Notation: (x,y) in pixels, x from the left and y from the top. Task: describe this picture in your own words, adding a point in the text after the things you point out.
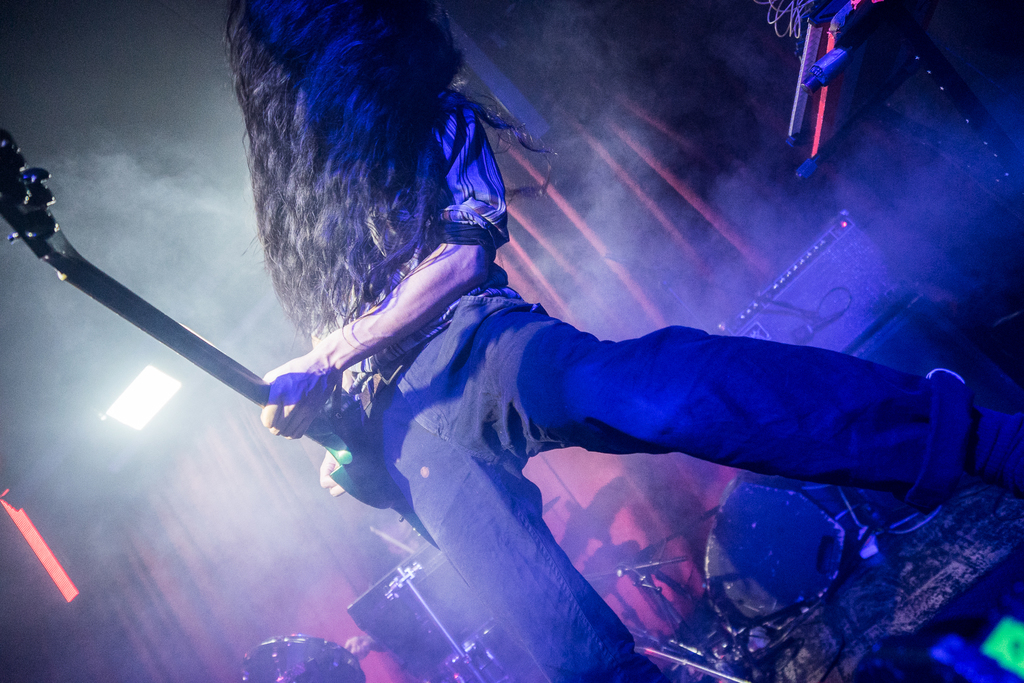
A man (400,353) is standing and playing a guitar (73,259) on the stage (1021,534). In the bottom (430,631) there are drums (394,639).
